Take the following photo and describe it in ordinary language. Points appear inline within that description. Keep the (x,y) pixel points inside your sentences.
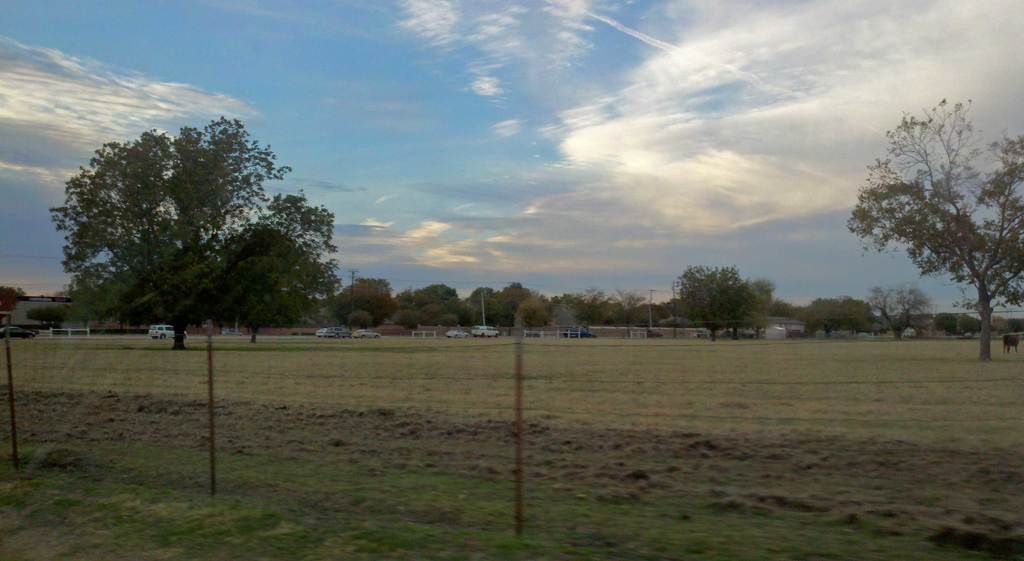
In the foreground of the image (116,448) there is net (387,488). In the background of the image (688,316) there are trees (456,309), cars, sky (563,230), clouds (487,220). At the bottom of the image (286,531) there is grass (215,537).
